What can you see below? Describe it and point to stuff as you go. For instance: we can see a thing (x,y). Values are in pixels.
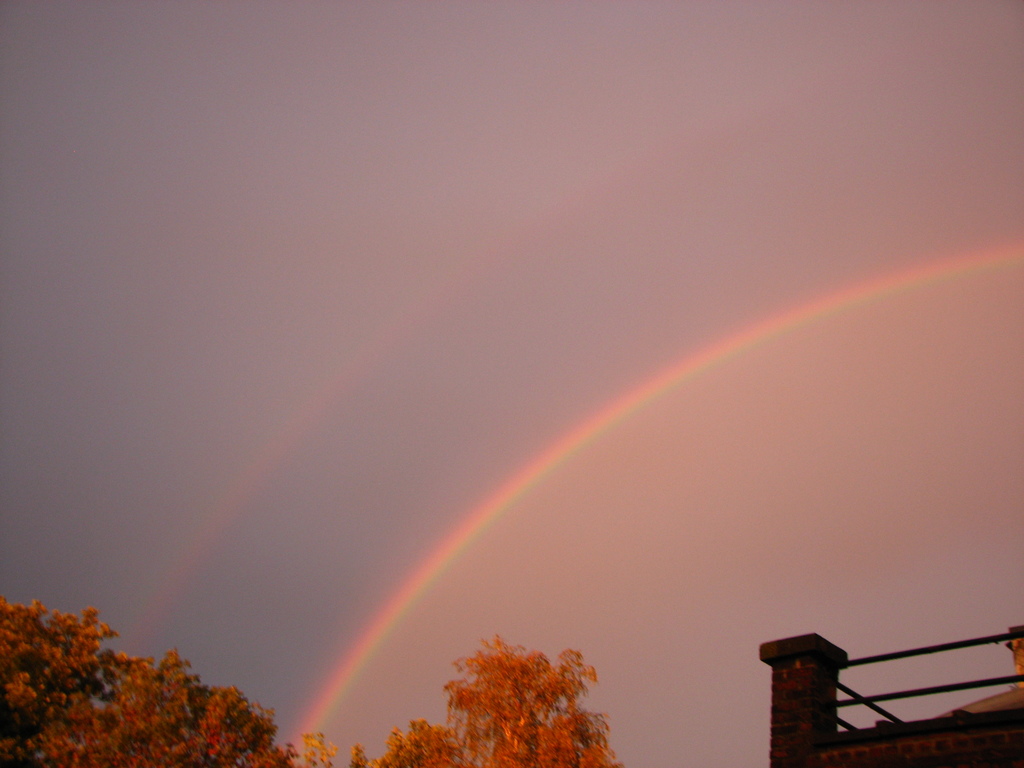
In this image there is a rainbow (827,306) in the sky (34,255) under that there is a tree (74,725) and building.
